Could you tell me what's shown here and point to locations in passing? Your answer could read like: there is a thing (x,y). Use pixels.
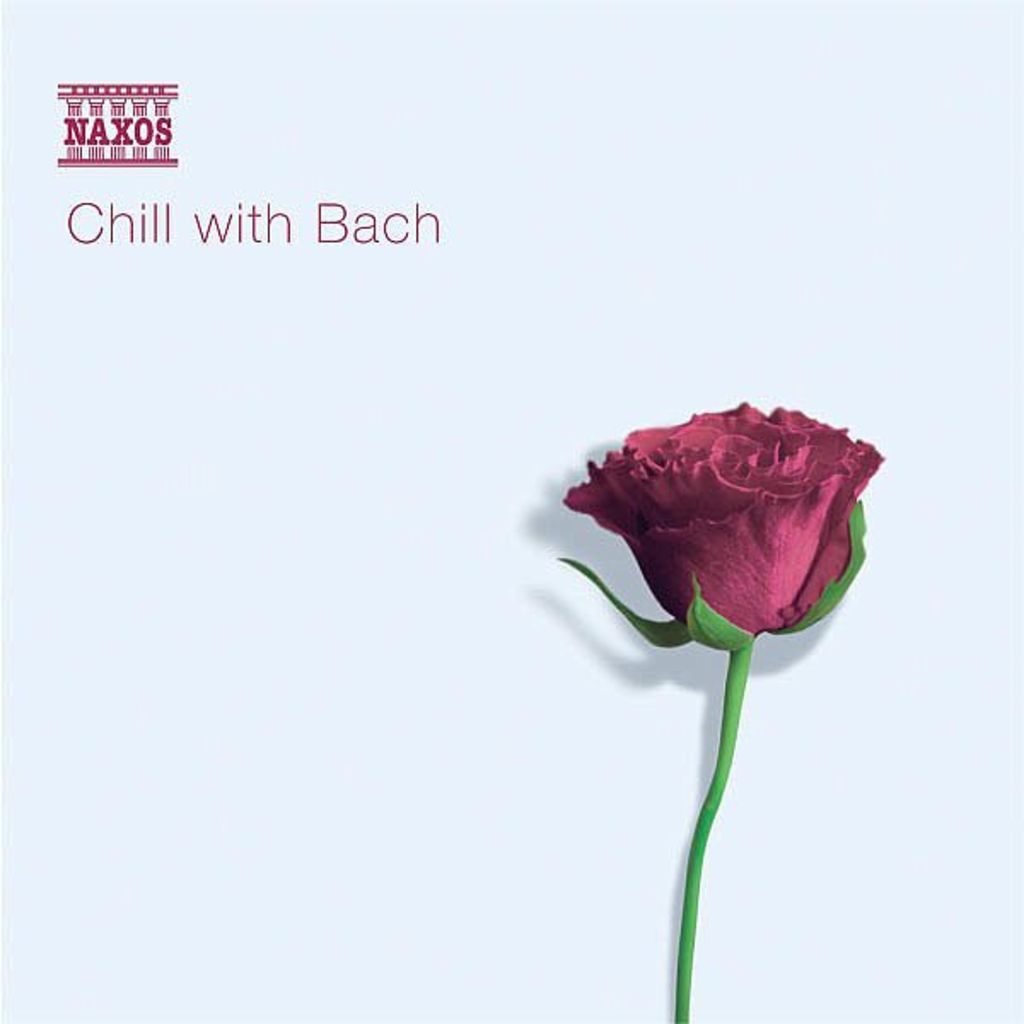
In this image I can see the rose (748,497) which is in red and green color. To the left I can see the text chill with Bach (254,228) is written on the white color surface (407,504).
